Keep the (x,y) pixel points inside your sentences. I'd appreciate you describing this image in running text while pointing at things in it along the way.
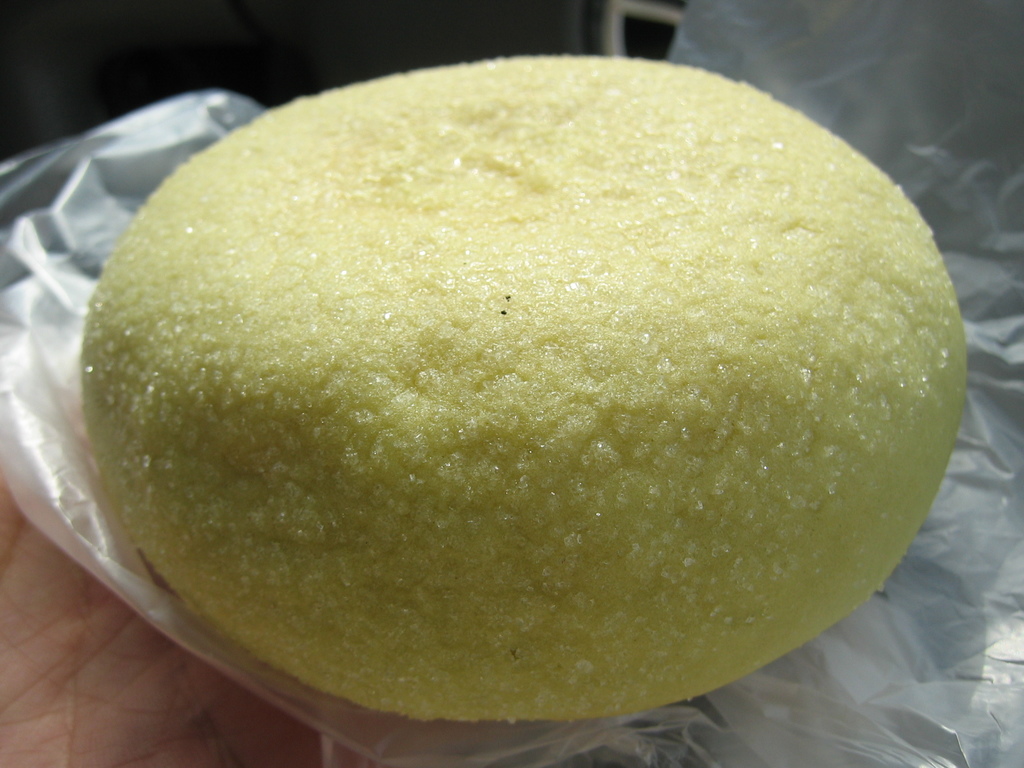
In this image a person's hand (138,702) is visible. He is holding a cover (393,719) which is having some food (390,481) on it. Background (367,29) is blurry.
